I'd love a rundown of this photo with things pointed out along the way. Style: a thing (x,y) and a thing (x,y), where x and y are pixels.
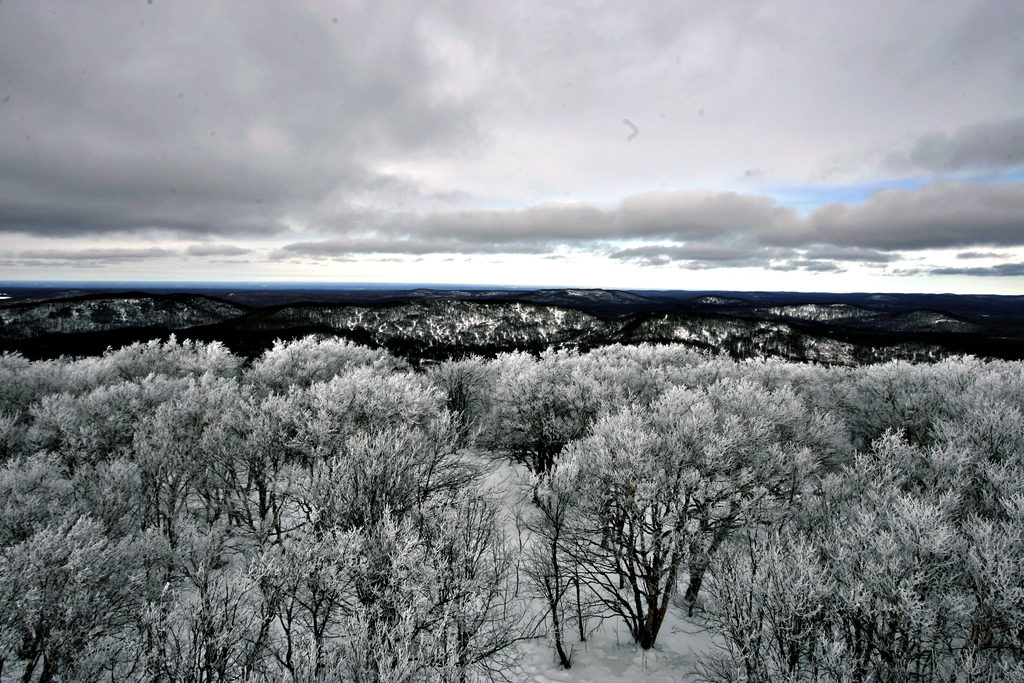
It looks like an edited image. We can see trees (456,574) and hills (399,333). At the top of the image (428,138), there is the cloudy sky (570,117).
